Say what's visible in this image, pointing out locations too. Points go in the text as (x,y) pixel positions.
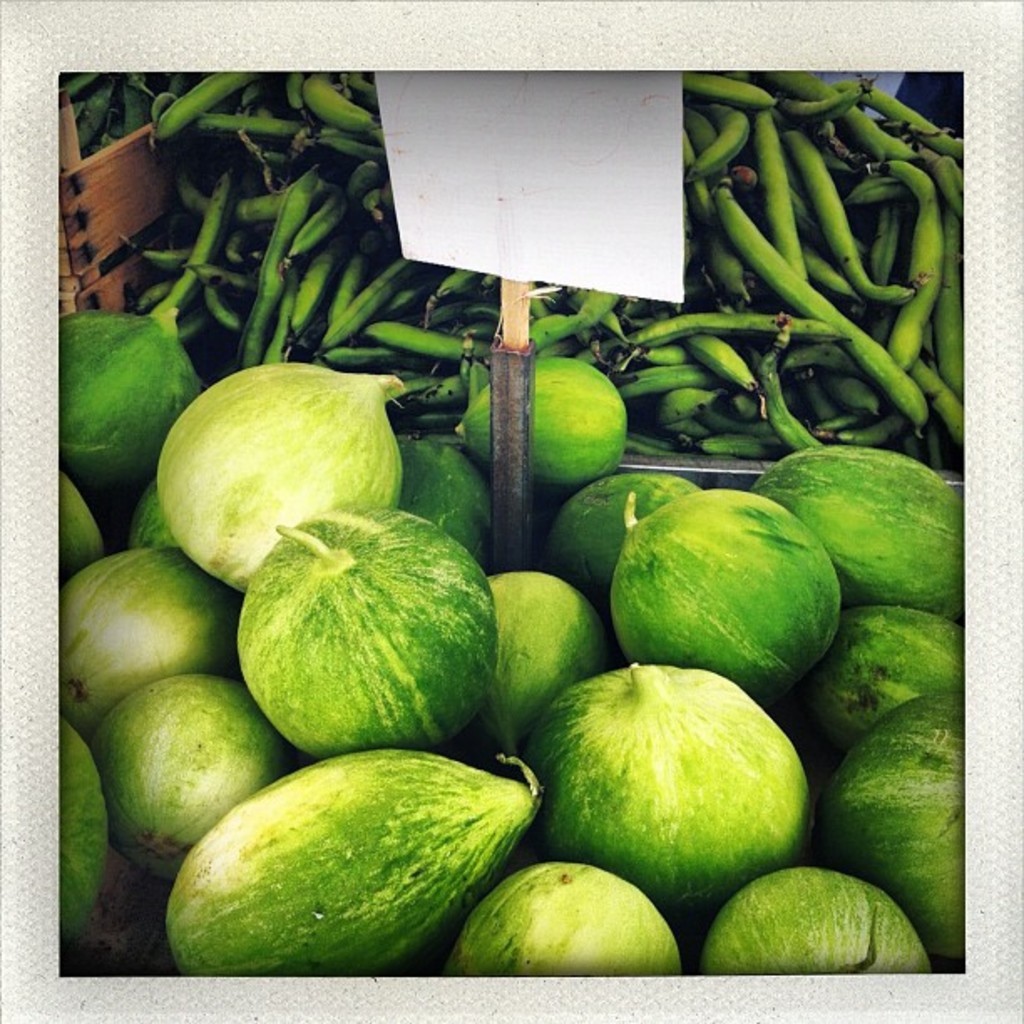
In this image, we can see melons (588,483) and beans (707,317) and there is a board (571,274).
